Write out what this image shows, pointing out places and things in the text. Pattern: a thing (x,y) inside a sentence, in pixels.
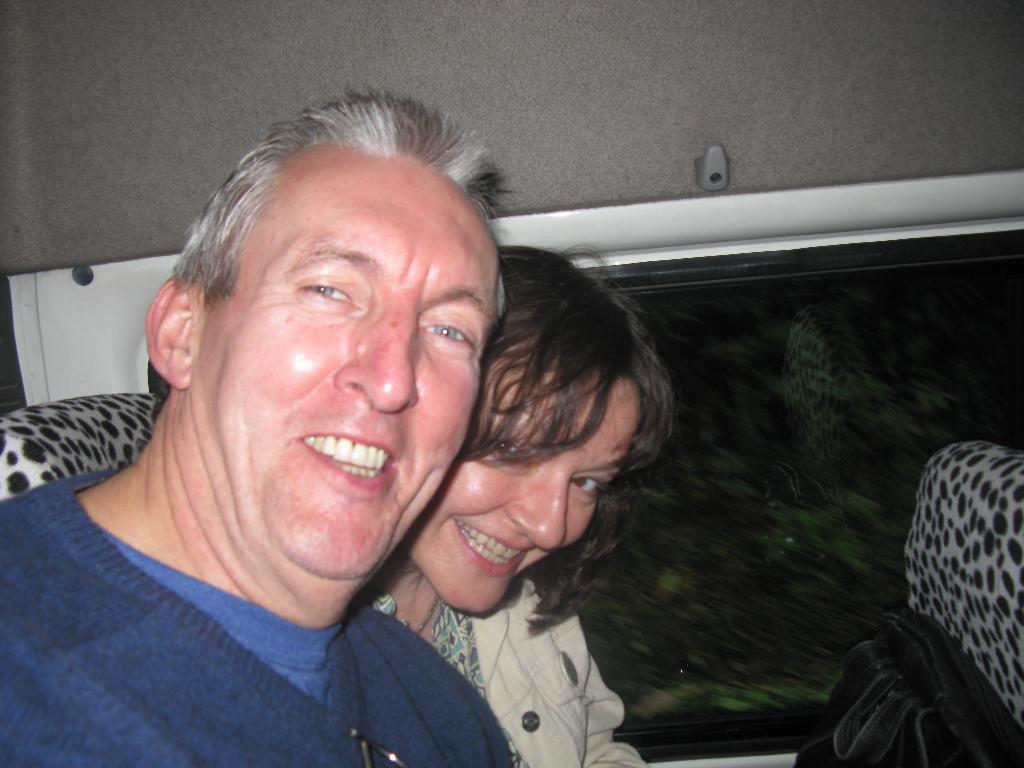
In this picture there is a interior (28,389) of a vehicle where there is a couple (280,639) sitting and smiling and there is a glass window (756,457) beside them and there is a black bag (912,700) in the right bottom corner (880,712).
